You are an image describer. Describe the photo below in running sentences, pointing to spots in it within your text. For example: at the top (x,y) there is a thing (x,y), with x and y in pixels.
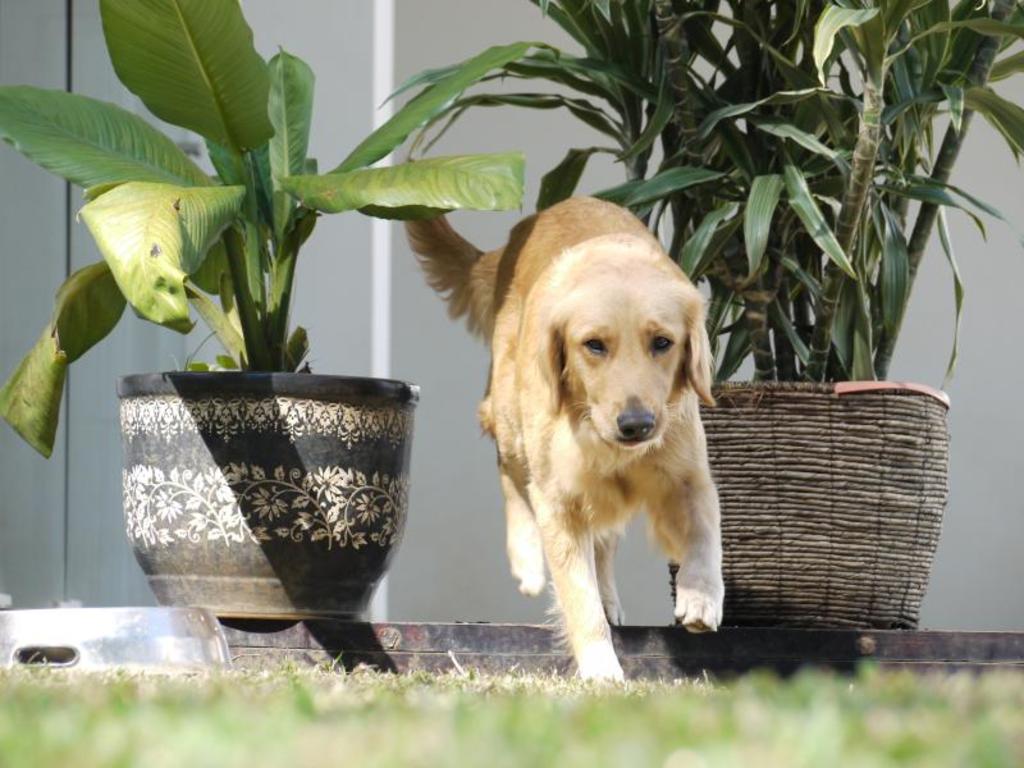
In the image there is a dog (549,399) walking on a grass floor (331,731), on either side of it there are plant pots (324,399), in the back (997,372) there is a wall (373,271).
